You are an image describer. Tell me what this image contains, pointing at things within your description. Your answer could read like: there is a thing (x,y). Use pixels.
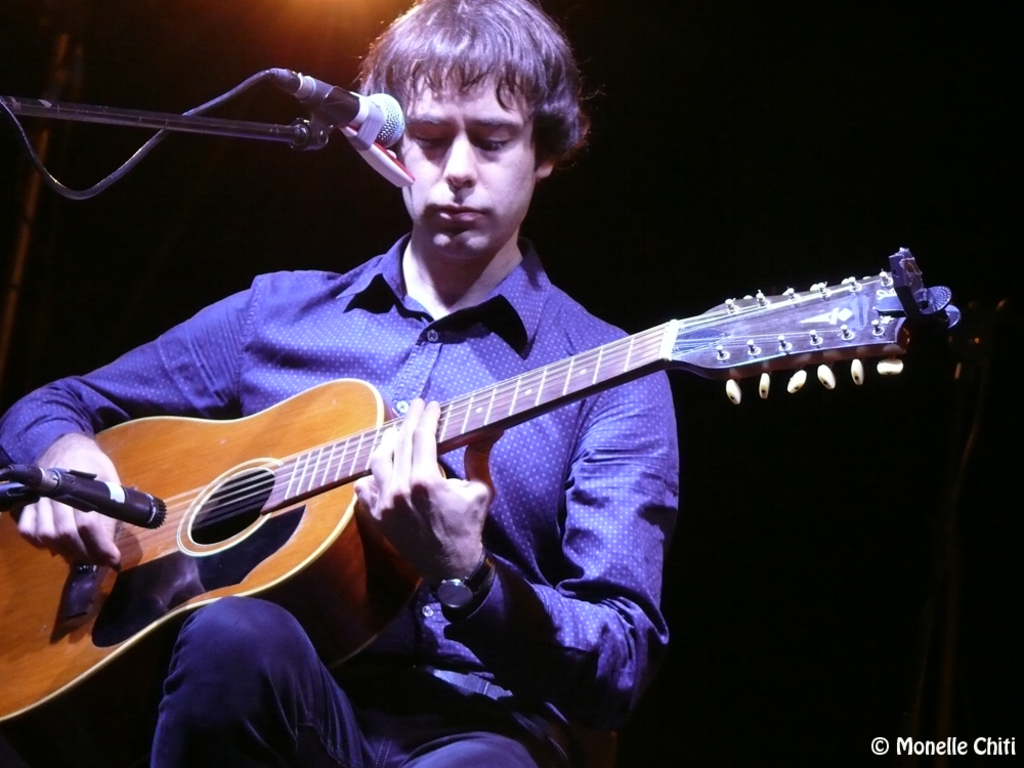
In this picture, In the middle (562,476) there is a boy (566,456) who is holding a music instrument (212,543) which is in yellow color, There is a microphone (327,112) which is in black color.
